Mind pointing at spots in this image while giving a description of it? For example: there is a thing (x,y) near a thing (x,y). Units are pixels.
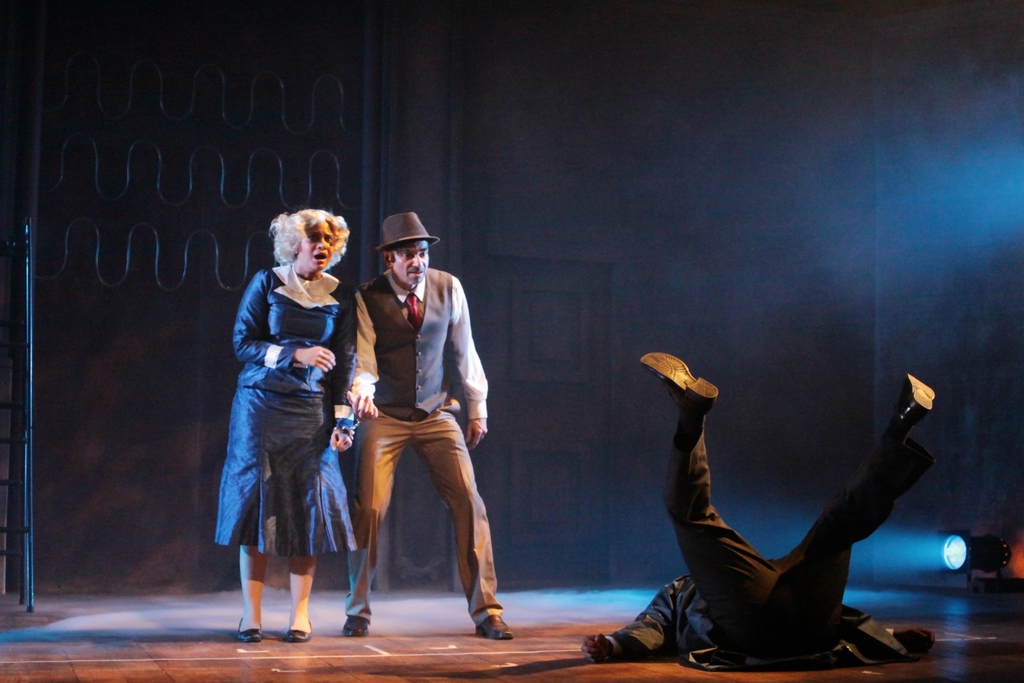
In the picture we can see a man (384,379) and a woman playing an act, a man (384,482) is wearing a hat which is brown in color and a suit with a tie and a woman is wearing a blue dress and just besides to them on the floor (91,663), we can see a man (889,495) laying on the floor (76,661) and we can also see a blue color focus light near him on the floor (42,614).
